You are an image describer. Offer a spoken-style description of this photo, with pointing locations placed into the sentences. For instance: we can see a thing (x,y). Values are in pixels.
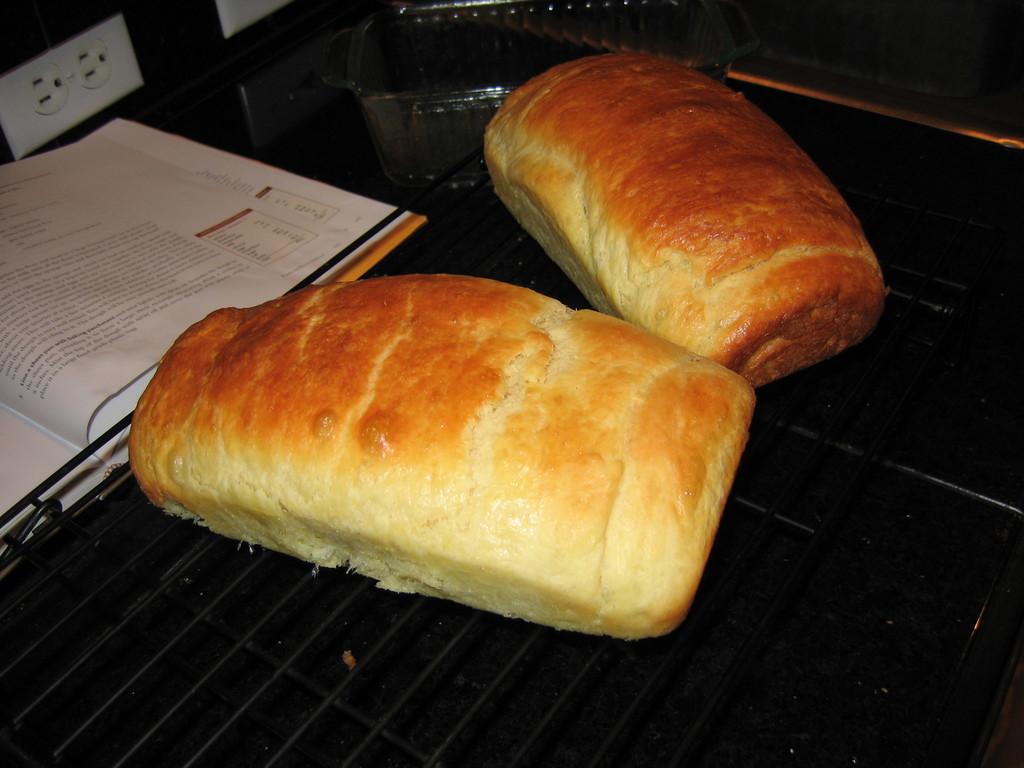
In this picture, there are two breads (678,322) on the grill (464,631). Towards the left (116,281), there is a book (166,332). At the top (378,82), there is a bowl (442,80) and a switch board (45,86).
